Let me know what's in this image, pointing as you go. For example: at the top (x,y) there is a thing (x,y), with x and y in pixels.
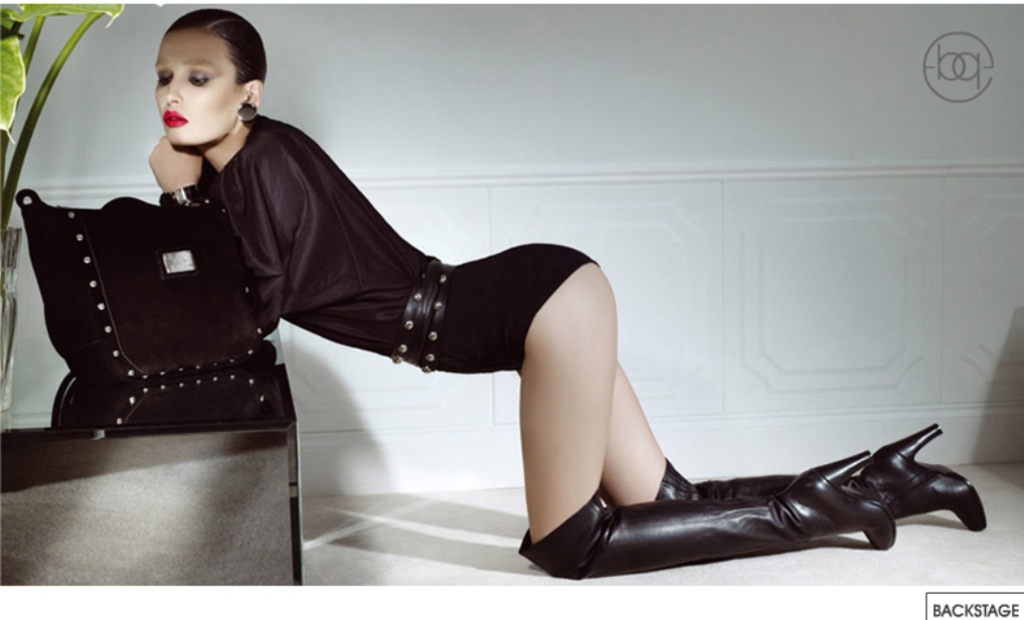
In this picture we can see women (330,181) in kneeling position and in the background (388,100) we can see wall (650,86).
